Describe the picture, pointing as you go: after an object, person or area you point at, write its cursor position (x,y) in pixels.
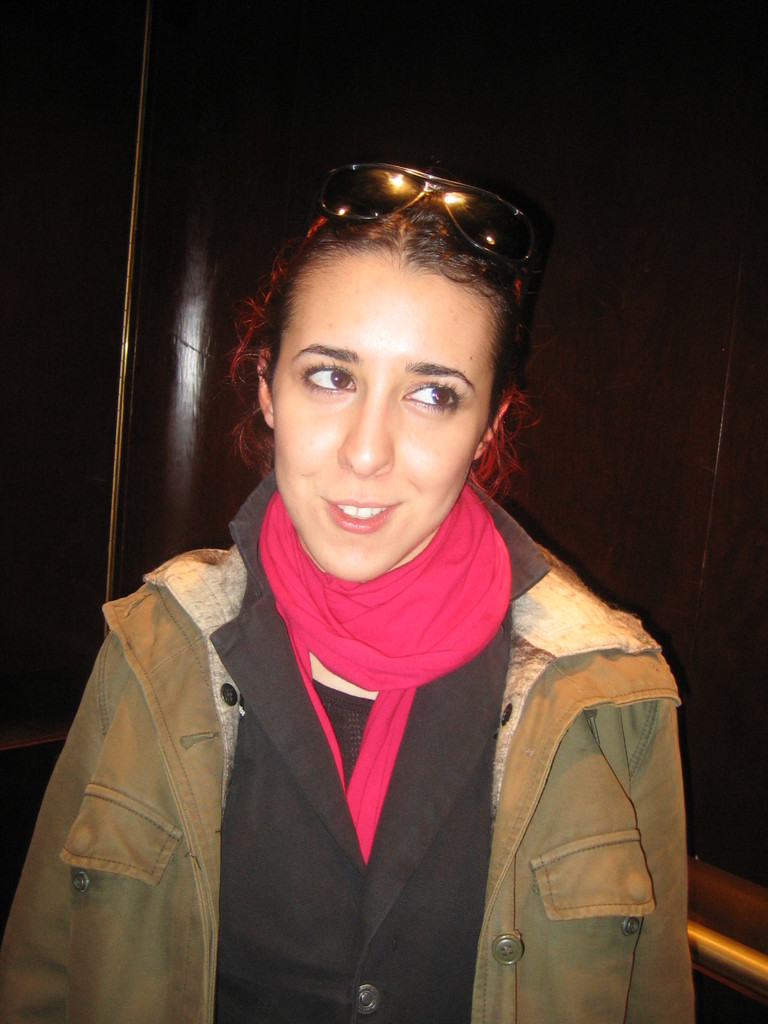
In this picture we can see a woman (463,893) standing here, she wore a scarf (429,641), we can see goggles (451,198) here.
